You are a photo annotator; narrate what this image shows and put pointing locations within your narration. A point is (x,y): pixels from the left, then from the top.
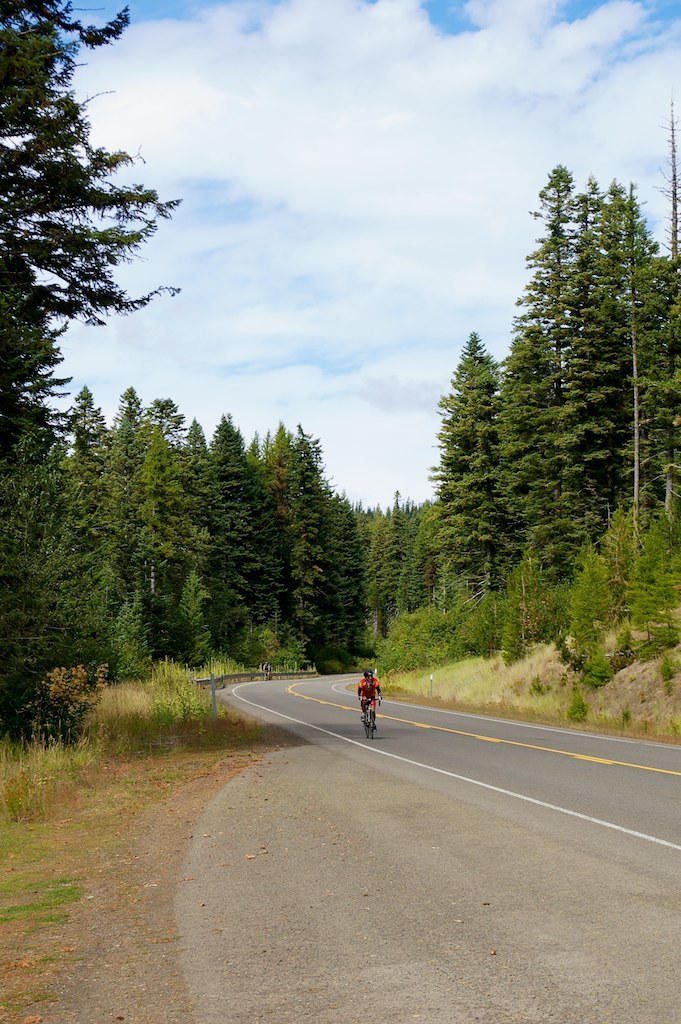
In this picture there is a person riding bicycle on the road (394,768) and we can see grass (27,775), plants (520,616) and trees (310,612). In the background of the image (343,361) we can see sky (347,381) with clouds (347,381).
